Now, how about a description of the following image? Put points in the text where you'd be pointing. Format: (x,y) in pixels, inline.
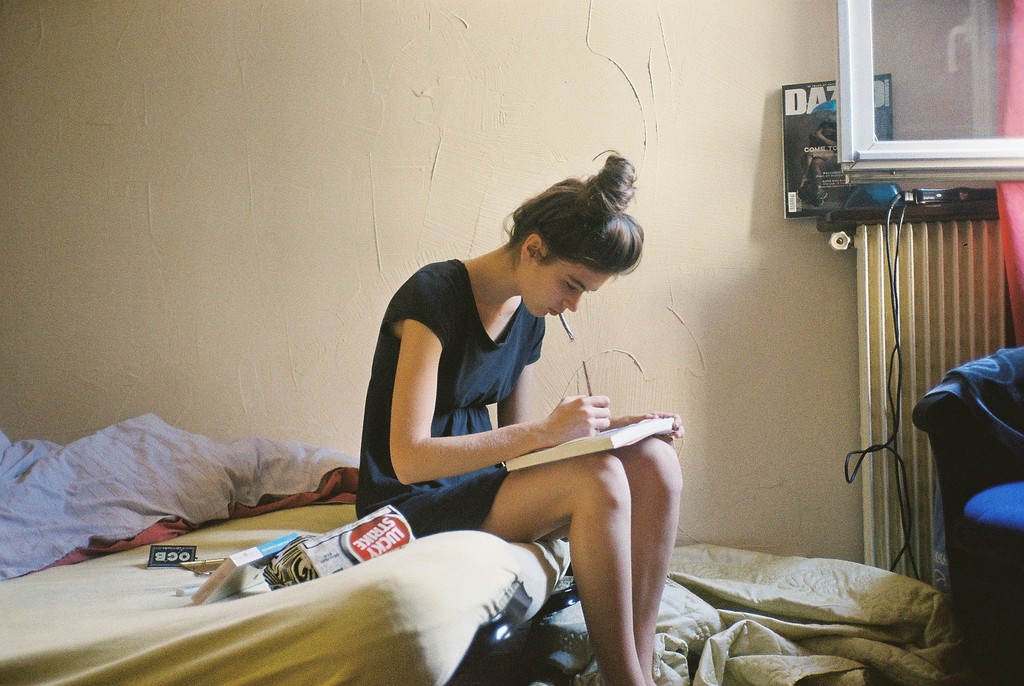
A person (485,484) is sitting on a bed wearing a black dress (471,411) and holding a book (601,447). There is a book (246,596) and a blanket (25,497) on the bed (221,544). There is a wire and window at the right (873,21).
